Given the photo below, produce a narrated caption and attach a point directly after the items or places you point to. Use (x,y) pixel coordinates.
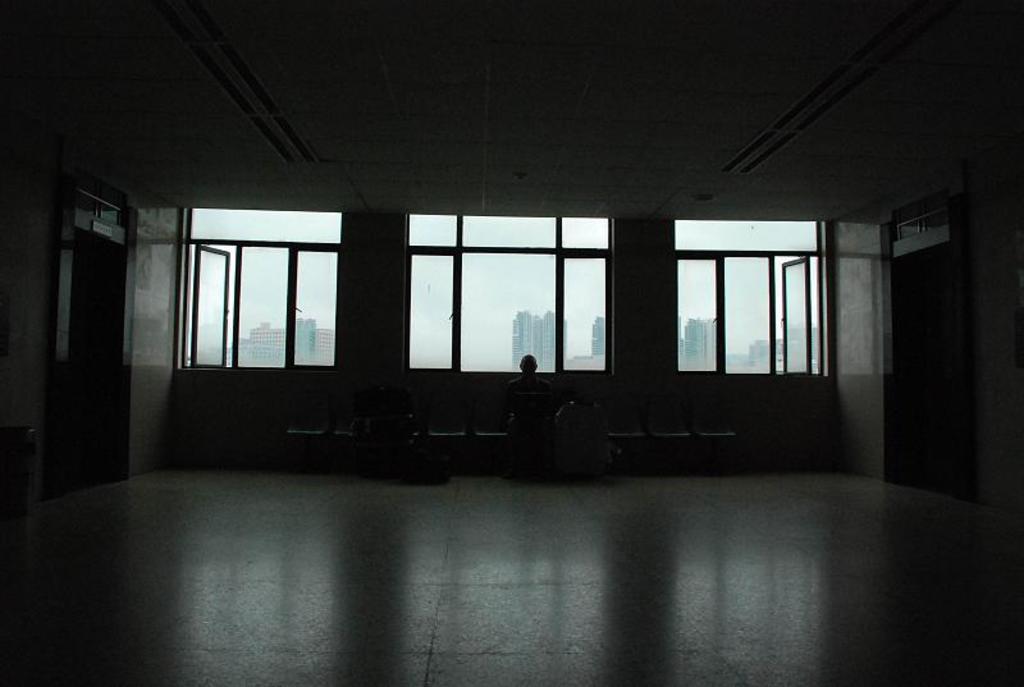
In this picture there is a person (530,418) sitting in chair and there are few luggages (588,432) and doors (81,359) on either sides of him and there are glass windows (510,293) behind him and there are buildings (529,329) in the background (541,322).
